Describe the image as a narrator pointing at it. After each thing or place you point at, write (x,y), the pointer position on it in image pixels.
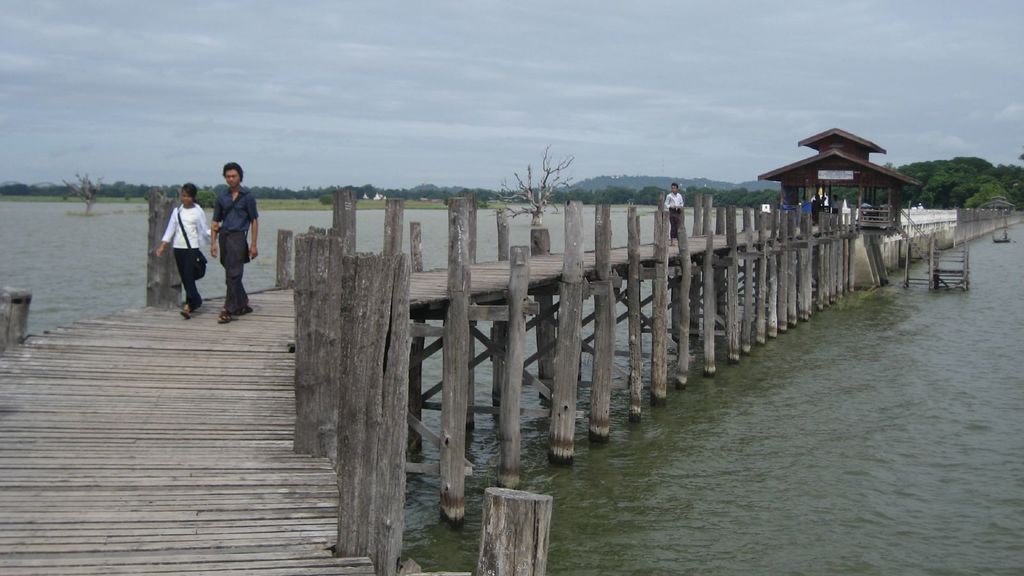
In this image I can see a wooden bridge (525,369) in the water (793,430) where couple (229,219) are walking on the bridge (517,272). In the background (644,193) I can see many trees (622,197). There is a sky (319,121) in the top of the image (458,54).
